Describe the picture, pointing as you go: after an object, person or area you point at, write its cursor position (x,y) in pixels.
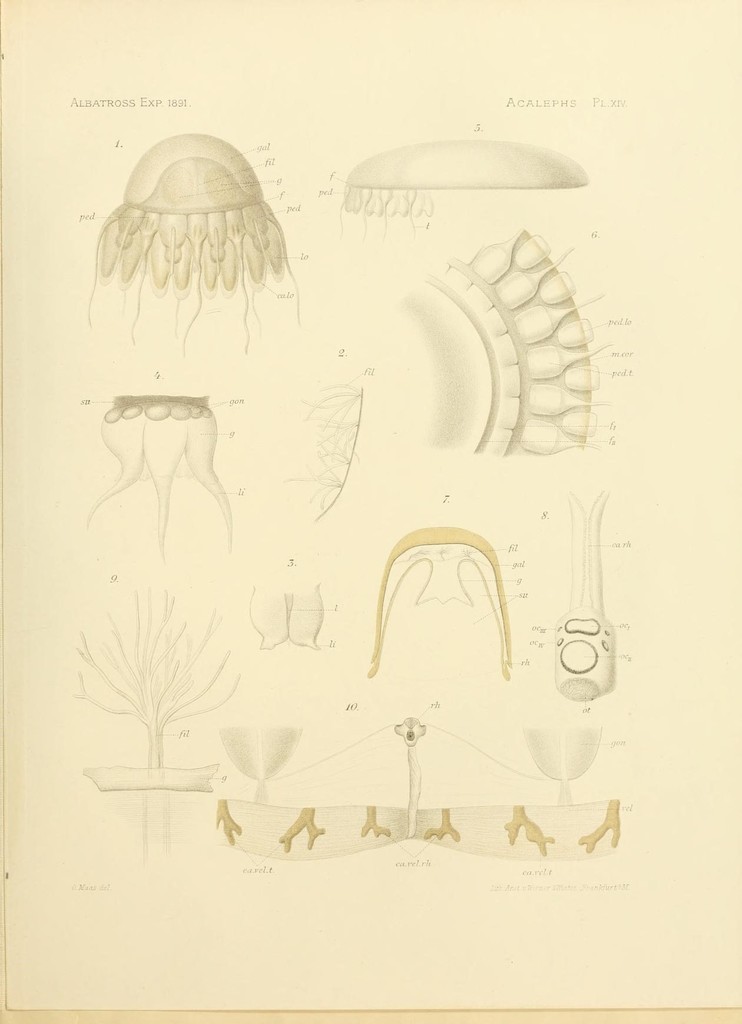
In this image I can see few pictures (192,463) on the cream color paper (277,604) and I can see something written on it.
